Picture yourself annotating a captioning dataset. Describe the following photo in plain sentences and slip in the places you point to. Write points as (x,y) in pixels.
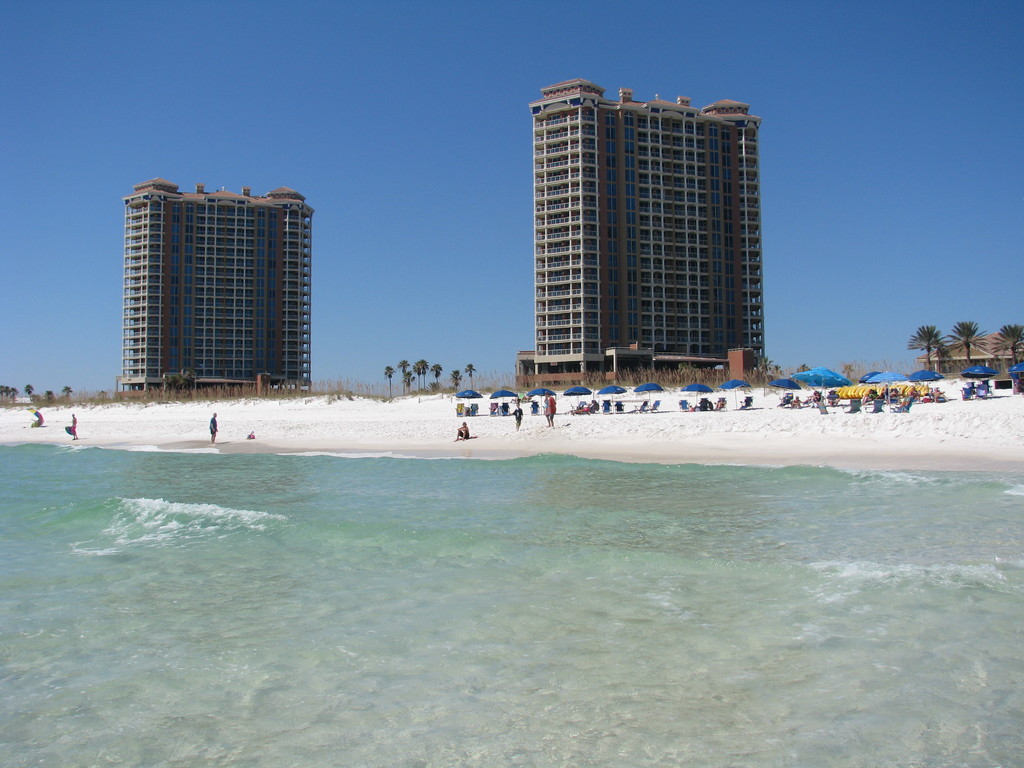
In this image there are buildings (678,291) and we can see people (554,405). There are parasols (585,389). At the bottom (809,669) there is water (493,630). In the background (380,245) there are trees (1007,349) and sky (775,118). On the right (955,362) there is a shed (953,358).
